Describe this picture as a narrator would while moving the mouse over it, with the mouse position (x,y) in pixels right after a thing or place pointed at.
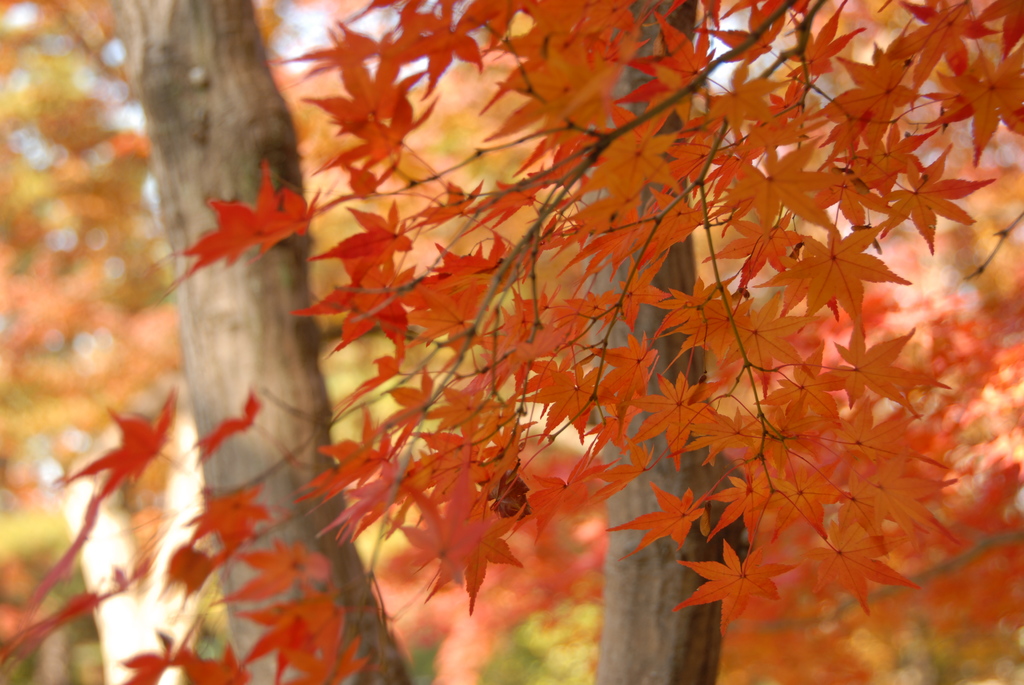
In this image I see the leaves (861,85) which are of orange in color and they're on the stems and I see that it is blurred in the background (50,100) and I see there are number of trees (174,305) in the background (185,317).
